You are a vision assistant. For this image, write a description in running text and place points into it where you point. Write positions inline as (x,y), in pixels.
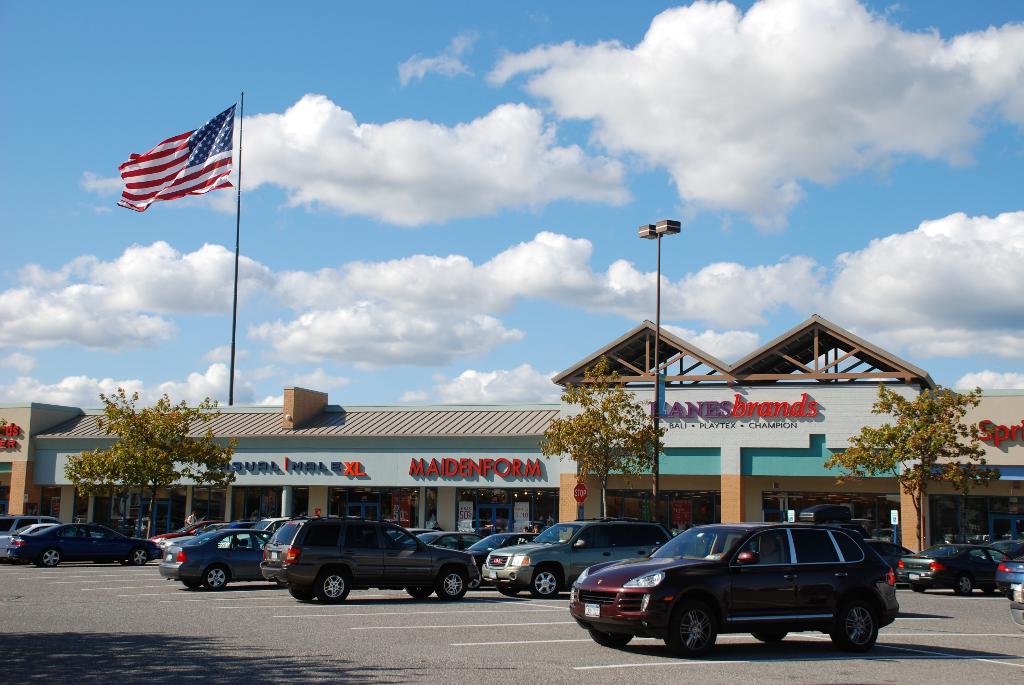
In the foreground of the image (607,641) we can see group of vehicles (763,547) parked on the ground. In the center of the image (675,453) we can see a building (708,446) with sign boards (538,469) and some text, a group of trees (617,457) and poles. In the background (211,164), we can see a flag (212,155) on a pole (241,143) and the cloudy sky (557,203).
